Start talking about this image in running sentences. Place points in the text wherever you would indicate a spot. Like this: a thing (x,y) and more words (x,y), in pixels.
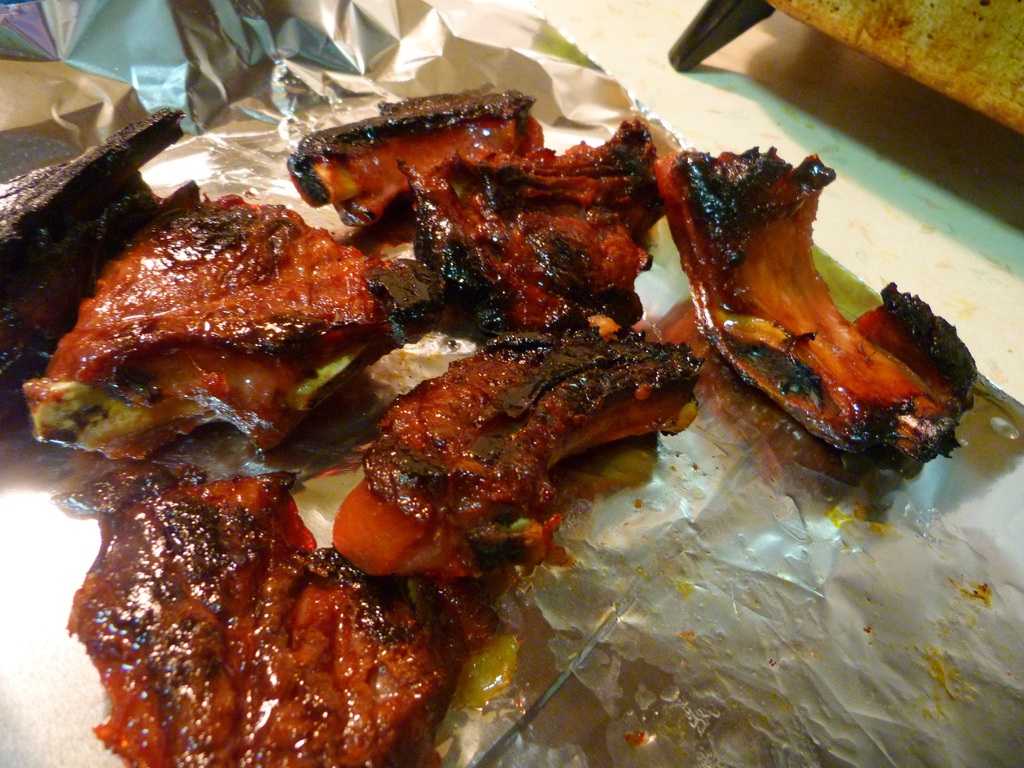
In this image, I can see the pieces of meat (356,531), which is cooked and placed on the silver foil paper (695,565). This looks like a wooden object (844,13). Here is the surface (949,253).
